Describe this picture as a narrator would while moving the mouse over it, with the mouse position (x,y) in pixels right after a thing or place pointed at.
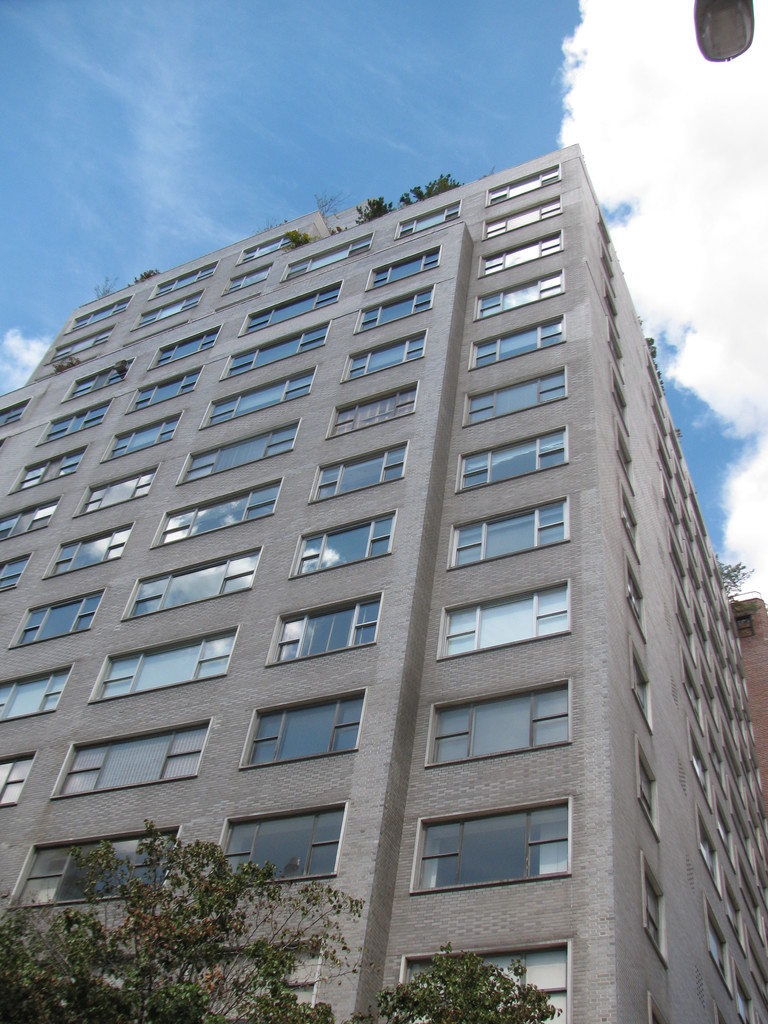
In this picture we can see a building (354,456), there is a tree (19,964) at the bottom (201,963), we can see the sky (346,176) and clouds (569,89) at the top of the picture (585,83), it looks like a light (728,12) at the right top of the picture (717,39).
